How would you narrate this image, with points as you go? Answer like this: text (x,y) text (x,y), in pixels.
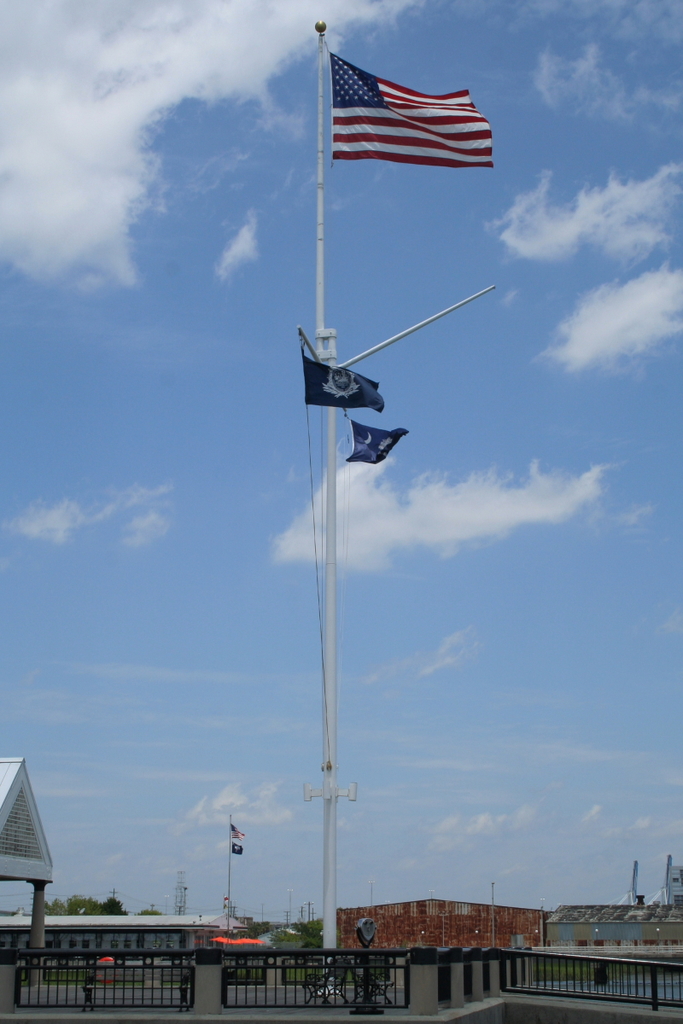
In this image there is a railing (481,972) and a flagpole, in the background (49,933) there are houses (183,930), flag pole (230,883), trees (86,903) and the sky (112,423).
